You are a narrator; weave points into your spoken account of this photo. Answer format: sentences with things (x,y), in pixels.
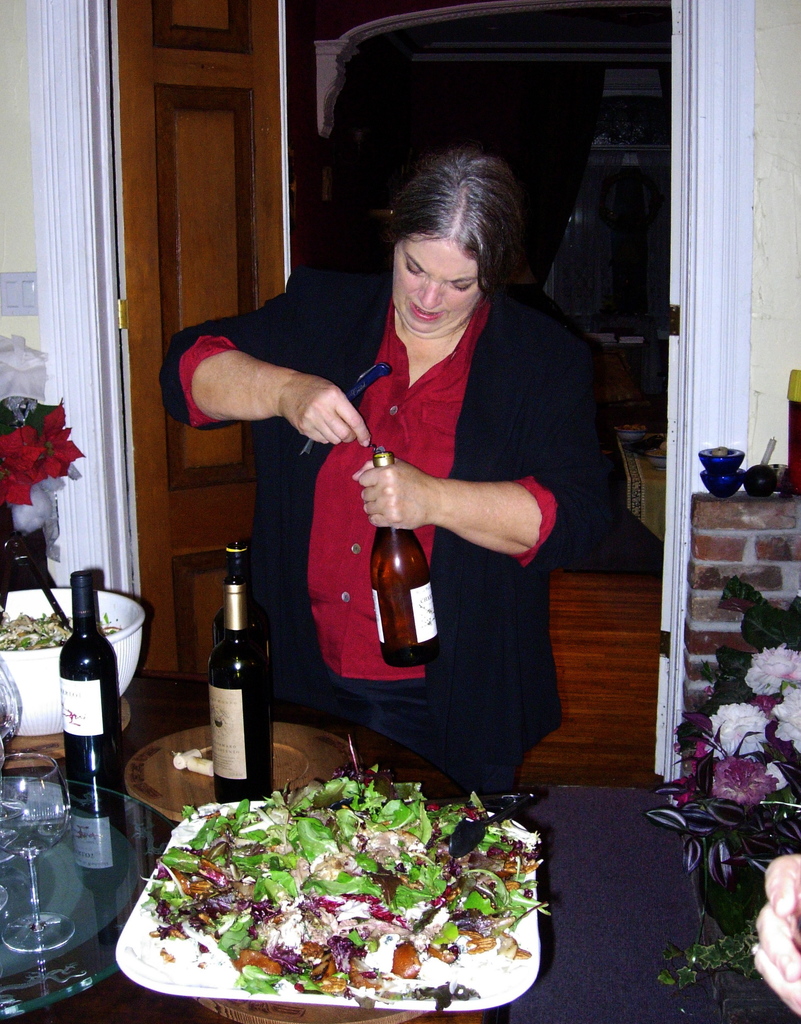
In this image I can see a woman (413,414) wearing maroon dress (409,412) and black jacket (534,378) is standing and holding a bottle (431,634) and few other object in her hands (368,431). In front of her I can see a table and on the table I can see a plate (523,980), few food items (431,892) in the plate (312,888), few bottles (92,674), a bowl (116,634) and few other objects (14,691). In the background (233,119) I can see a brown colored door (197,157), a white colored wall (796,135) and few other objects (736,518).
